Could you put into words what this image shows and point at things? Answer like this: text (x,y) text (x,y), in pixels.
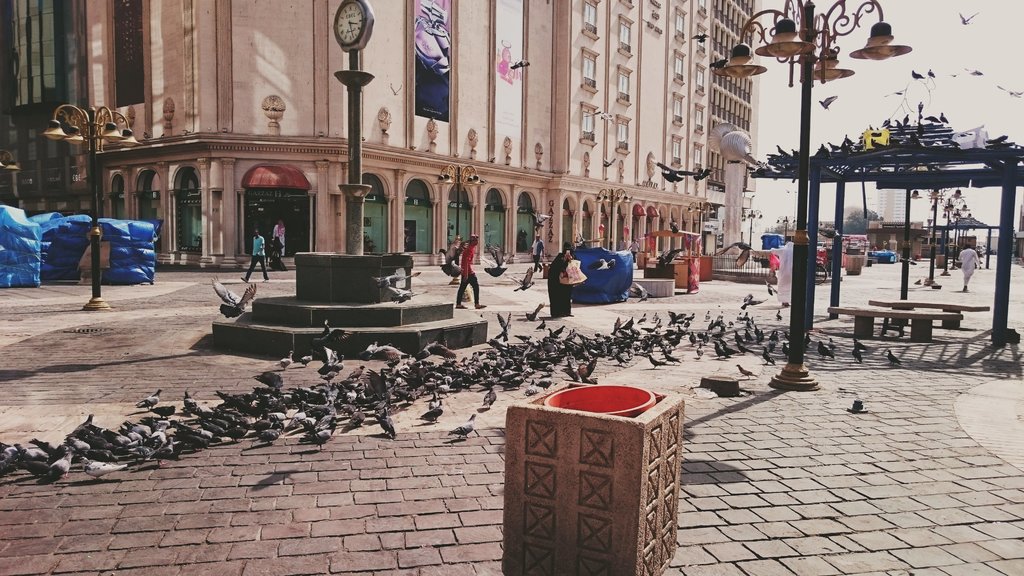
In this image I can see a building (303,173) with a couple of poles (739,188) and light poles (791,358). I can see number of pigeons (724,348). I can see few people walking and standing on the road (709,281) and there is a place (983,165) or a shed (834,257) with benches (909,303).
